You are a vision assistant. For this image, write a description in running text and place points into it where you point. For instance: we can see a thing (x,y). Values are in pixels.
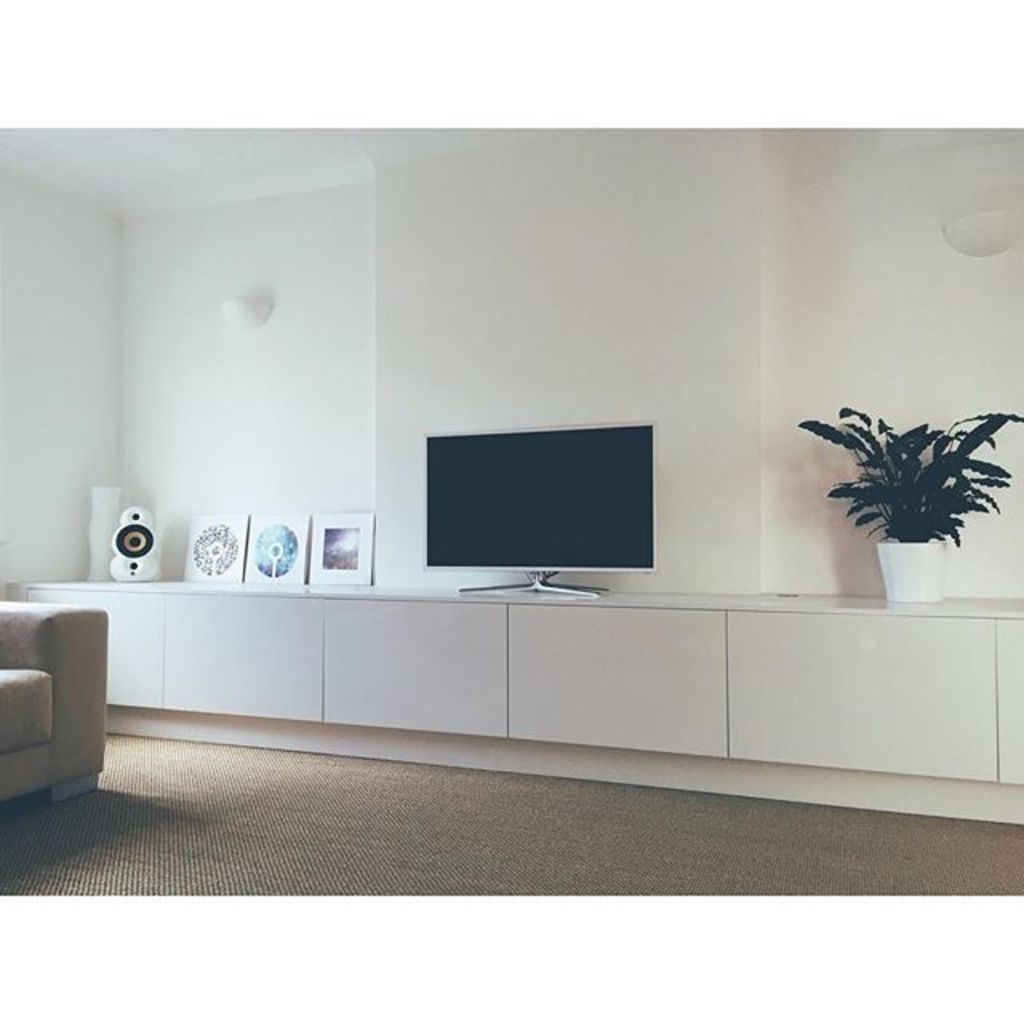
In this image there is a television (587,560). Few frames (370,550), pot (934,584), sound speaker (146,547) and flower vase (93,548) are on the shelf (519,621). The pot (924,547) is having a plant (906,498). Left side there is a chair (12,759) on the floor (213,800). Background (156,244) there is a wall (260,461) having few lights (251,300) attached to it.
